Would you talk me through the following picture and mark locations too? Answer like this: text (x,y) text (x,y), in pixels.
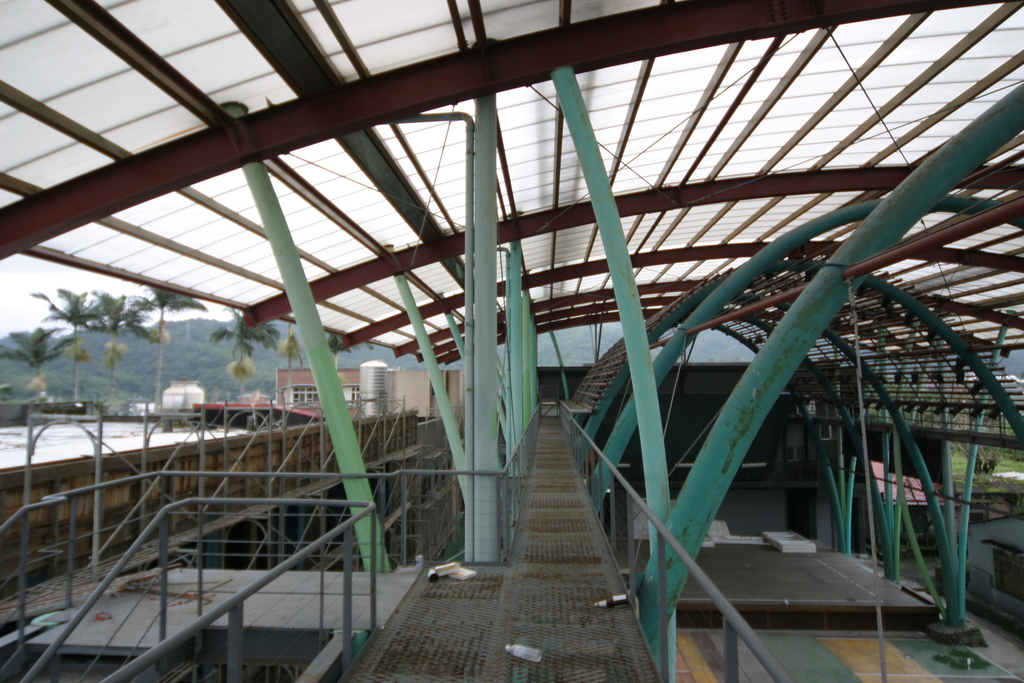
In the picture we can see a walkway (461,583) near the walkway (526,593) we can see some iron rods (28,497), poles (517,431) and shed (727,146) and besides, we can see a railing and in the background (75,437) we can see trees (121,308), houses (61,457), hills (123,336) and sky (135,299).
